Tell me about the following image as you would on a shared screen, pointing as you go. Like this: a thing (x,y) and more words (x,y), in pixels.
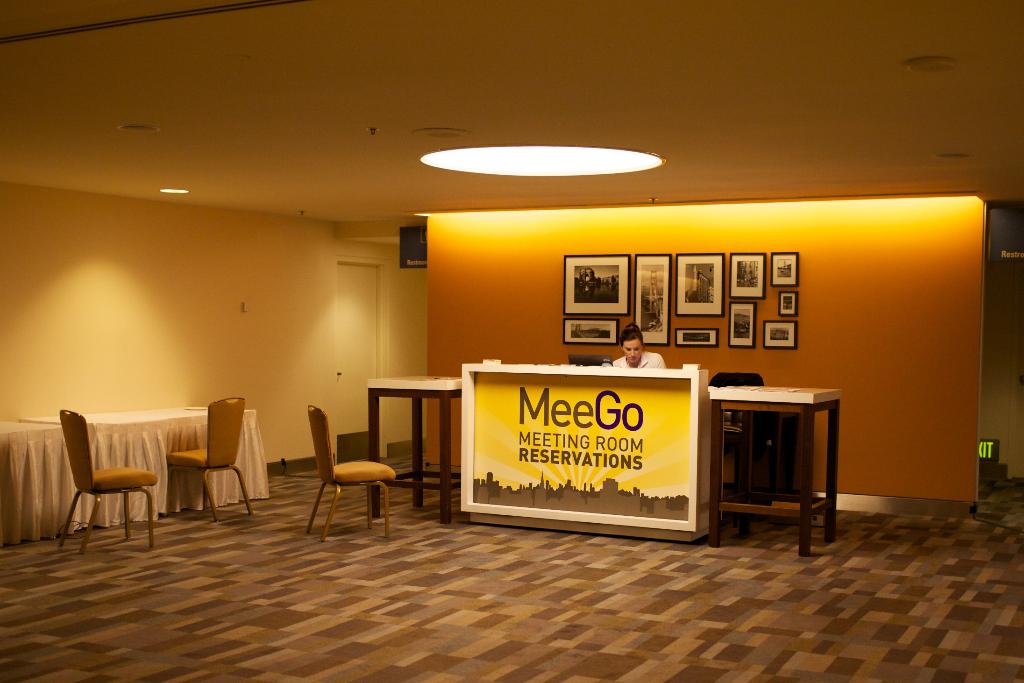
This image is taken indoors. At the top of the image (260,132) there is a ceiling (836,134) with a light (501,156). At the bottom of the image (544,603) there is a floor (233,603). On the left side of the image (137,413) there are two tablecloths (53,431) and there are three empty chairs (73,459). In the background (343,366) there is a wall (811,346) with a few picture frames (742,292) on it and there is a door (359,300). In the middle of the image (643,365) there is a table (729,407) and a woman (623,346) is sitting on the chair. There is a board (574,464) with a text (590,457) on it and there is an empty chair (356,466).
